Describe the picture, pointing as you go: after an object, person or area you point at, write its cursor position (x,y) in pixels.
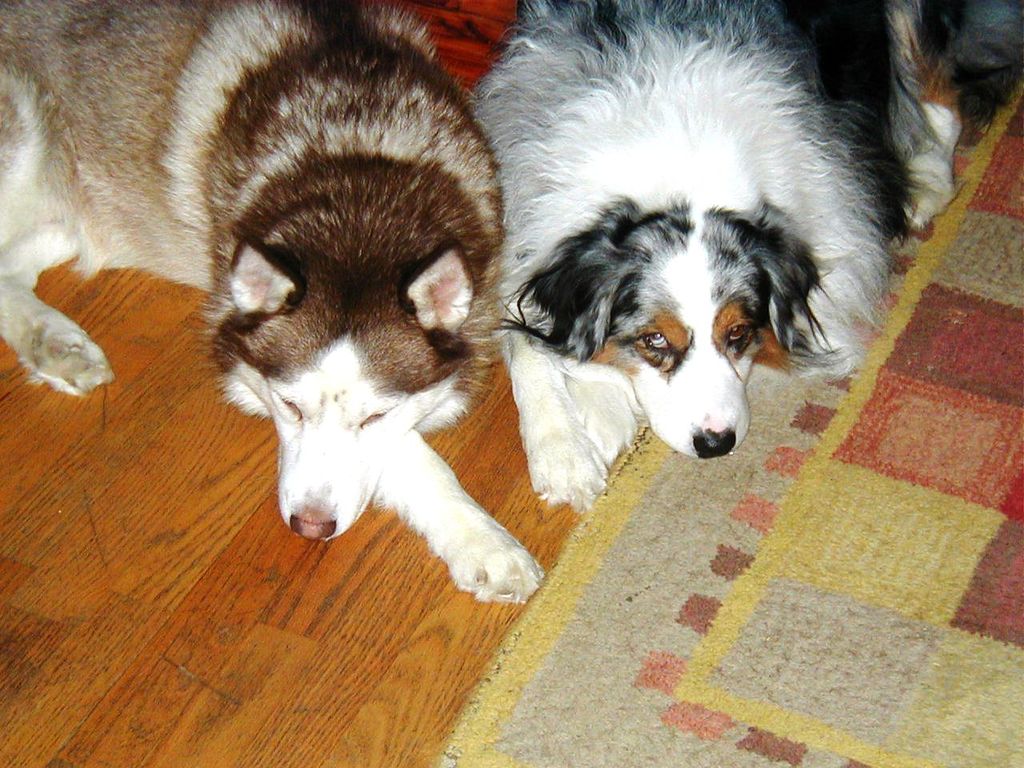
In the image we can see there are two dogs (431,269) lying on the floor (358,690) and there is floor mat (755,712) on the floor (390,702).
